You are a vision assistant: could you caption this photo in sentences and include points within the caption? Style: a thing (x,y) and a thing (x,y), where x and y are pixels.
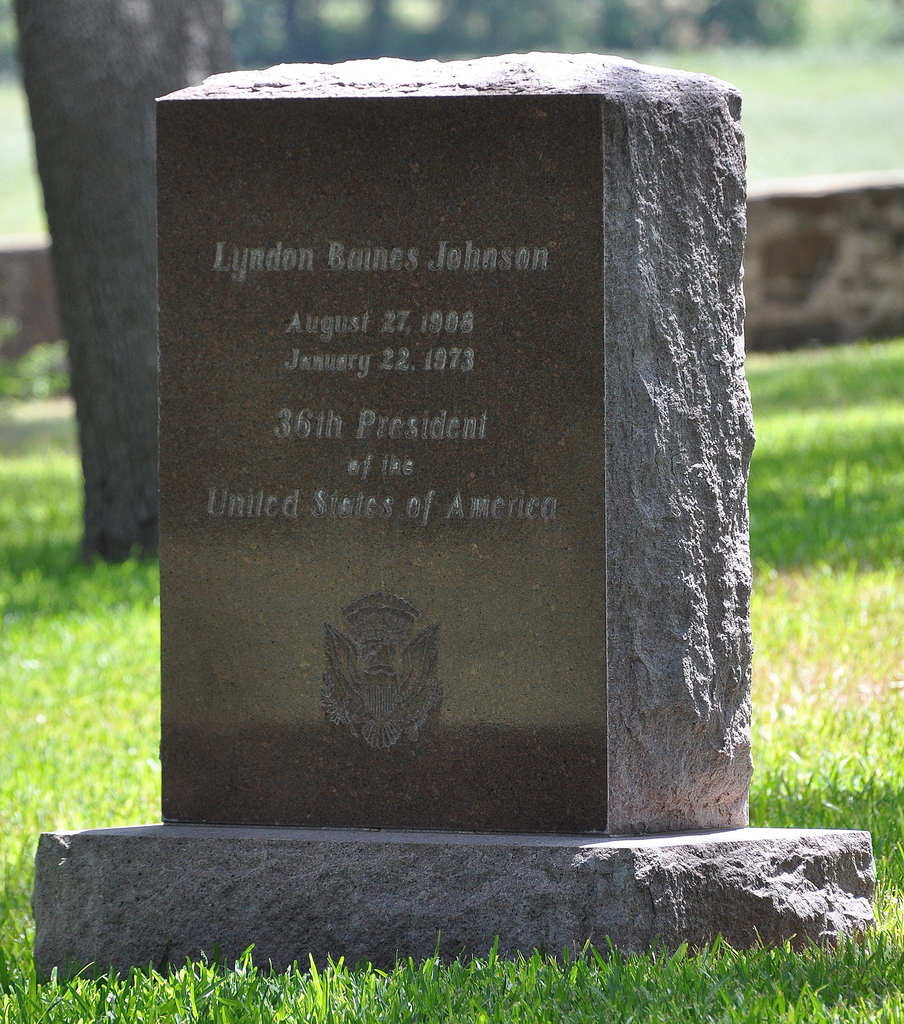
In the image we can see a memorial headstone (497,310), on it there is a text (361,482). Here we can see the grass (465,1018) and the background (841,163) is blurred.
